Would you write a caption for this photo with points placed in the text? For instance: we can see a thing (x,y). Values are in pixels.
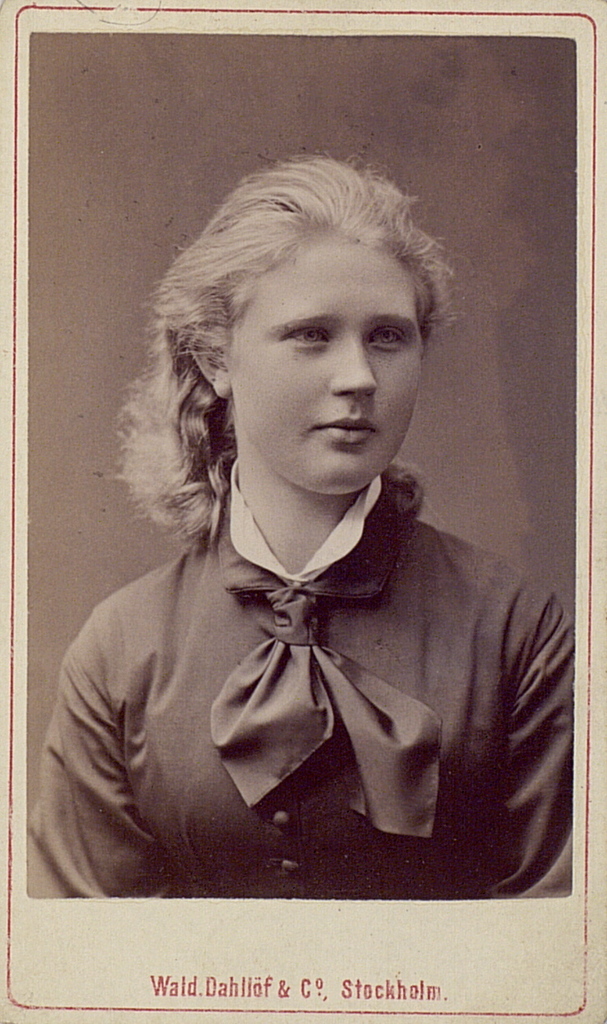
In this image we can see a photograph (234,507) of a girl (445,533). At the bottom of the image (189,978) text (271,983) is written.
